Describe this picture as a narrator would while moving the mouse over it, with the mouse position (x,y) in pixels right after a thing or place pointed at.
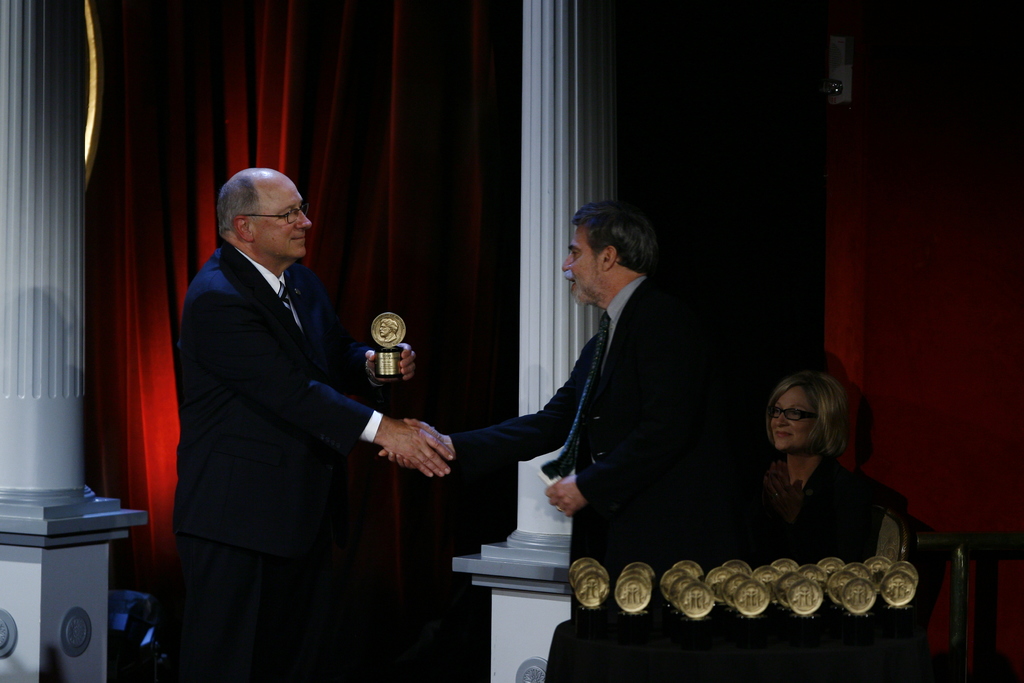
In this image I can see there are two persons (631,301) giving handshakes to each other and I can see a woman (814,463) visible in the middle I can see a white color beam (561,114) and red color curtain (220,129) visible at the top (389,91).
